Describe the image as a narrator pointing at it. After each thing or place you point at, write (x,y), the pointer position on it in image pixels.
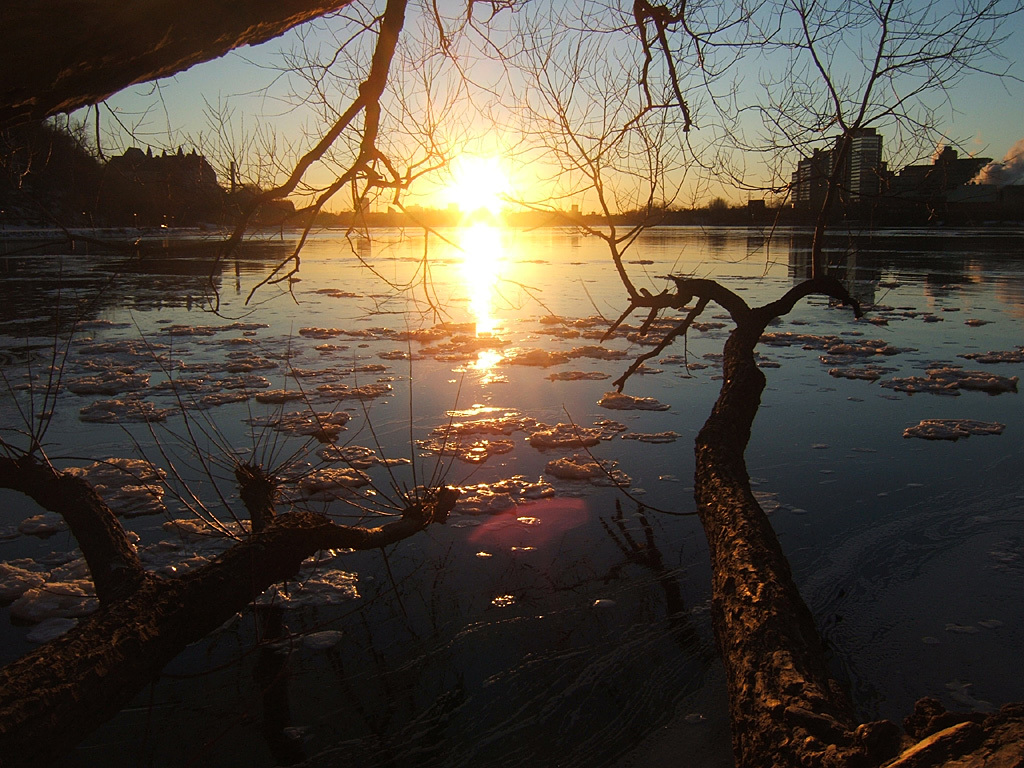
In front of the image there are trees (307,214). There is snow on the water (483,417). In the background of the image (103,175) there are buildings (871,198), trees (43,127). At the top of the image (466,134) there is sun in the sky (435,71).
